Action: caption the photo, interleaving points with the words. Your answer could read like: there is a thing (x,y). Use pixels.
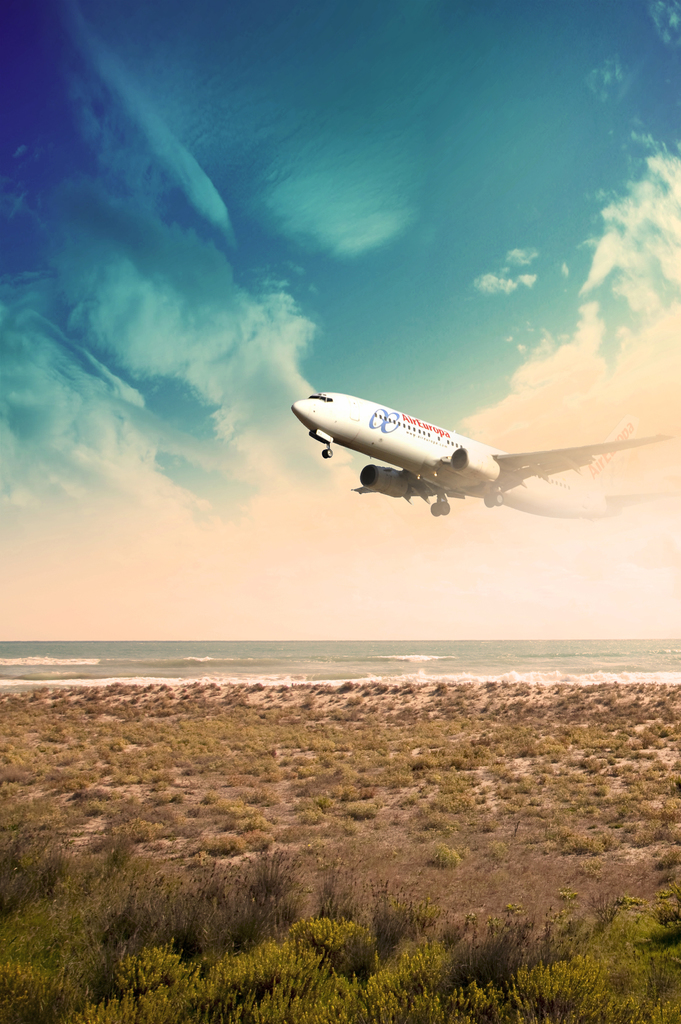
In this image, we can see an aircraft (438,453) in the air (668,510), we can see some plants (353,964) on the ground (100,908), at the top (307,206) there is a blue sky (365,89).
